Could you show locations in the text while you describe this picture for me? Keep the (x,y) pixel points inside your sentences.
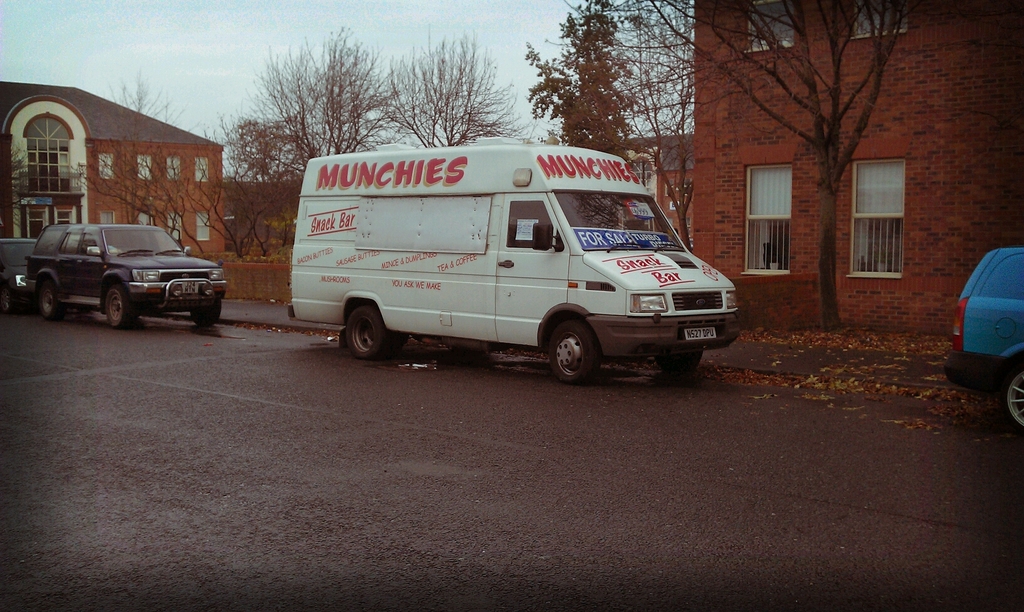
In this image in the center (445,311) there is one truck (371,276), and on the right side (1013,300) and left side (142,261) there are some cars (132,283). At the bottom (363,493) there is a road (825,492), and in the background (467,108) there are some houses (210,171) and trees (303,140).
